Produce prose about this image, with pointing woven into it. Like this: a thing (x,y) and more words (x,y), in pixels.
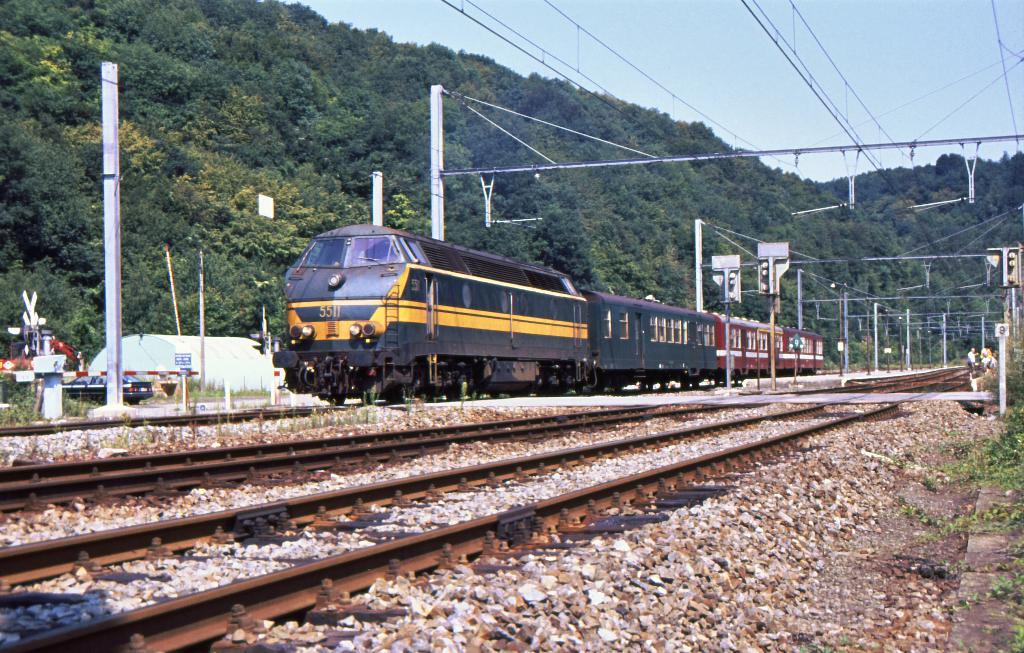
In this picture there is a train (670,372) on the railway track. At the bottom (559,540) I can see other railway tracks (154,641) and small stones (606,627). On the left (117,322) I can see the poles (203,329), sign boards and other objects (84,390). In the background (533,233) I can see many trees (623,208) on the mountain (492,147). In the top right corner (858,114) I can see the sky (727,38). On the right (1008,68) I can see the electric poles (800,294) and wires (839,283) are connected to it.
